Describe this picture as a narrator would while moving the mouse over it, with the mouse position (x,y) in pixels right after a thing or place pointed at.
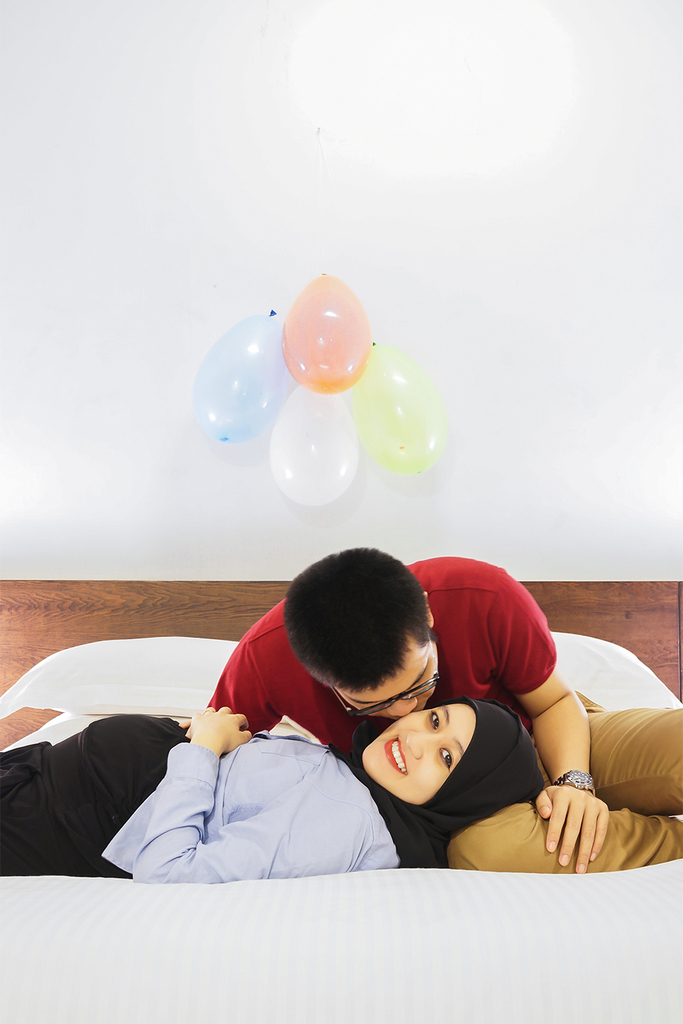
A woman (37,868) is lying in the bed (496,879) and A man (546,772) is also in the middle (277,441) there are balloons (284,433) and a woman (22,856) is smiling.
